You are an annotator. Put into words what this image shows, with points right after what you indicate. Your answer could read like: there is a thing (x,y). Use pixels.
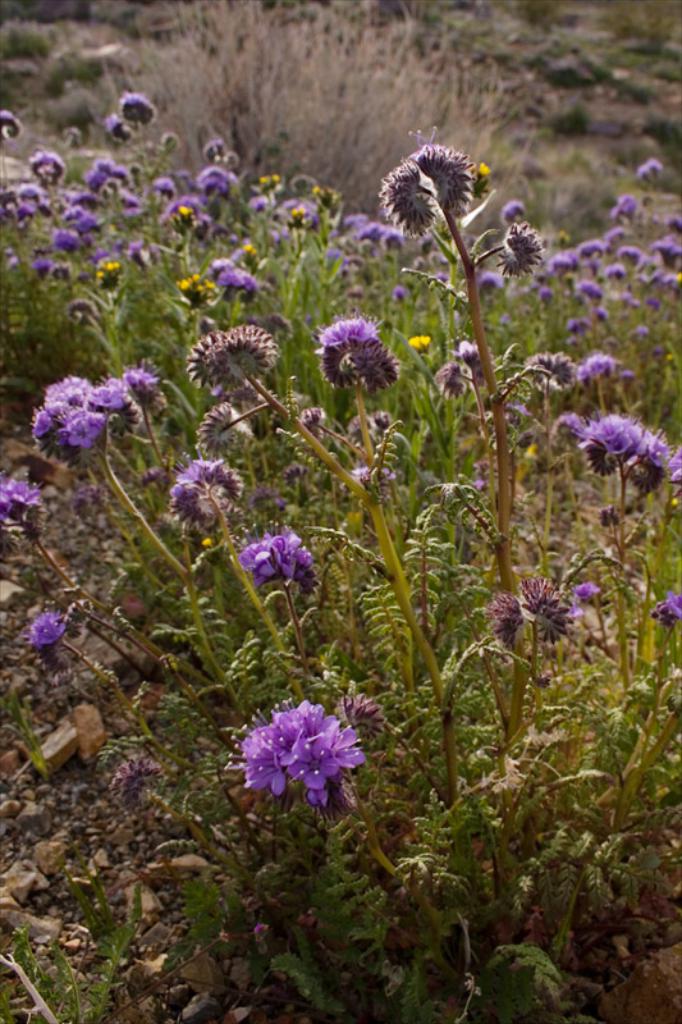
In this picture we can see so many flowers (238,282) to the plants (448,511).
